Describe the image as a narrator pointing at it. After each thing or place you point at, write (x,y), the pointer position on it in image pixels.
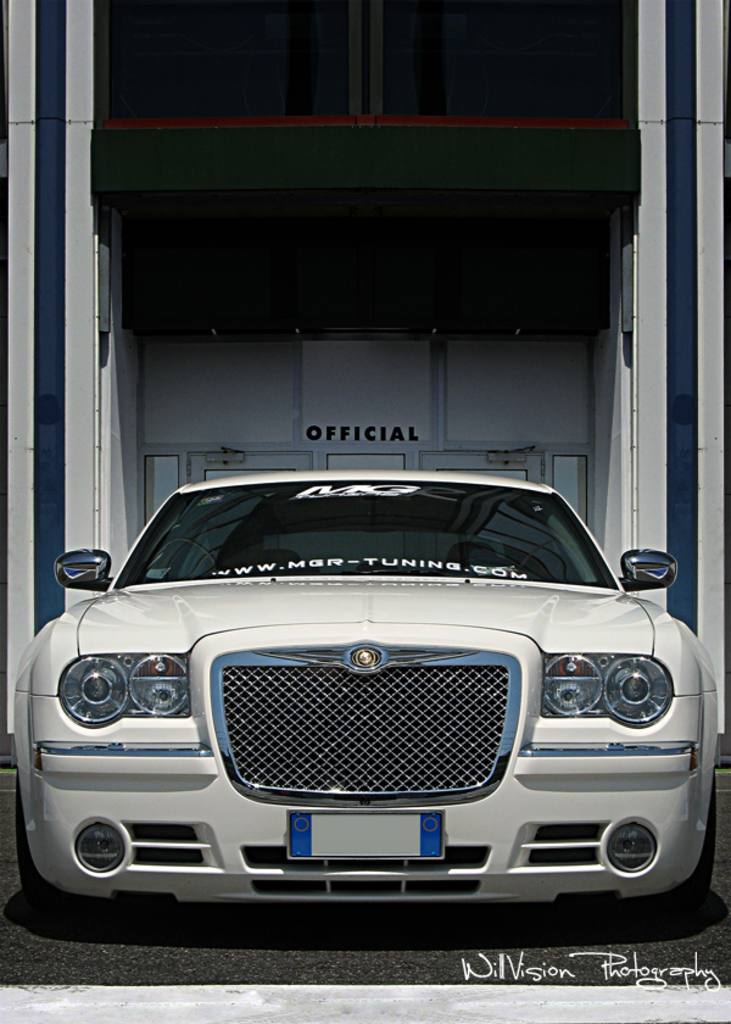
In this image in the middle (311,622) there is a car (287,796) on the ground (406,945). At the bottom (504,957) there is a text (544,965). In the background (489,294) there is a building (451,337) and window (159,472).
